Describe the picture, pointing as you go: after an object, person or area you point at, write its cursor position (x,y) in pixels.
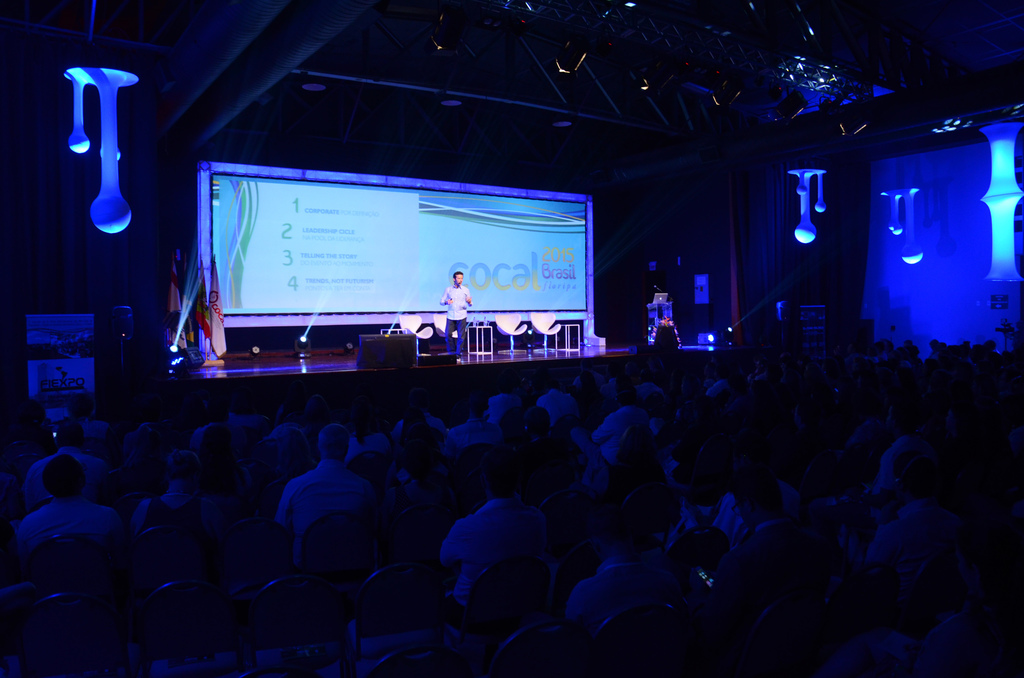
At the bottom of the image (891,663), we can see people (983,487) are sitting on the chairs (552,502). In the background (461,297), we can see a person (464,316) standing on the stage (315,365). On the stage (542,360), we can see chairs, tables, flags (200,303), podium (664,315) and few objects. Here we can see the screen (427,226), laptop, banners (69,366), screen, showpieces (1009,253), rods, few things (701,92) and lights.
